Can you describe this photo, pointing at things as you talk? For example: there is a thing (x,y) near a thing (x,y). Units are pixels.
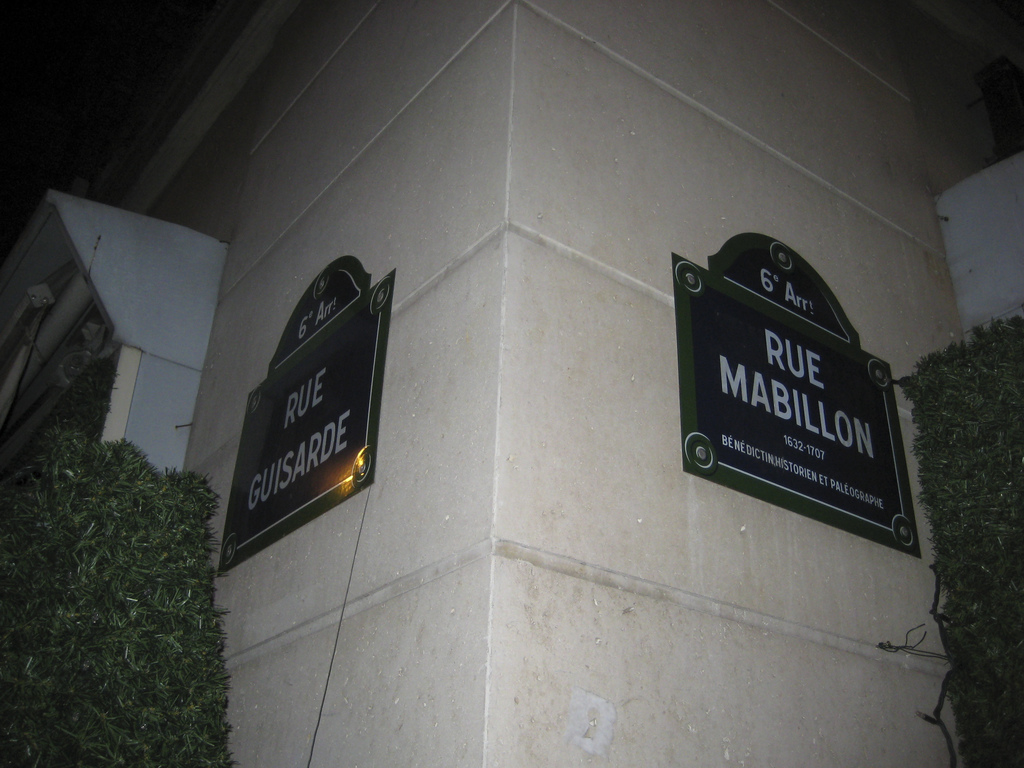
As we can see in the image there are two boards (267,471) on white color wall (578,367) and there are plants (962,645). The image is little dark.
